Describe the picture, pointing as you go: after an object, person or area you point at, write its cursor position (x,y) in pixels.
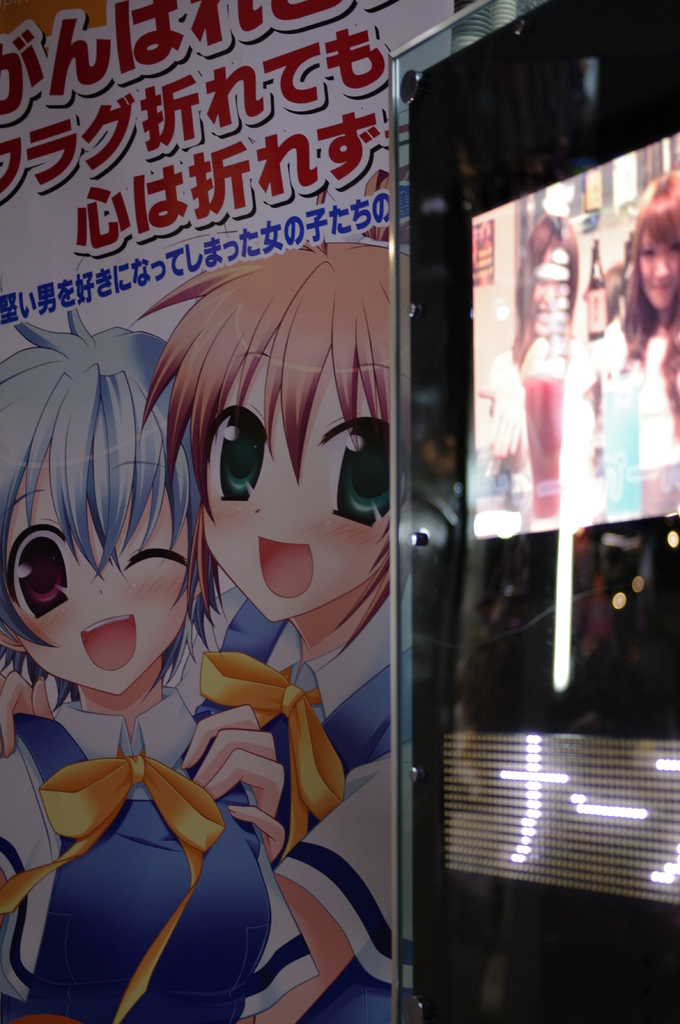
In this picture there are two persons (312,730) standing and smiling and there is a text (341,132) on the hoarding (274,159). On the right side of the image (544,319) there are two persons (672,272) standing in the screen (588,413) and there is a cup (543,395) and there is a bottle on the table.
